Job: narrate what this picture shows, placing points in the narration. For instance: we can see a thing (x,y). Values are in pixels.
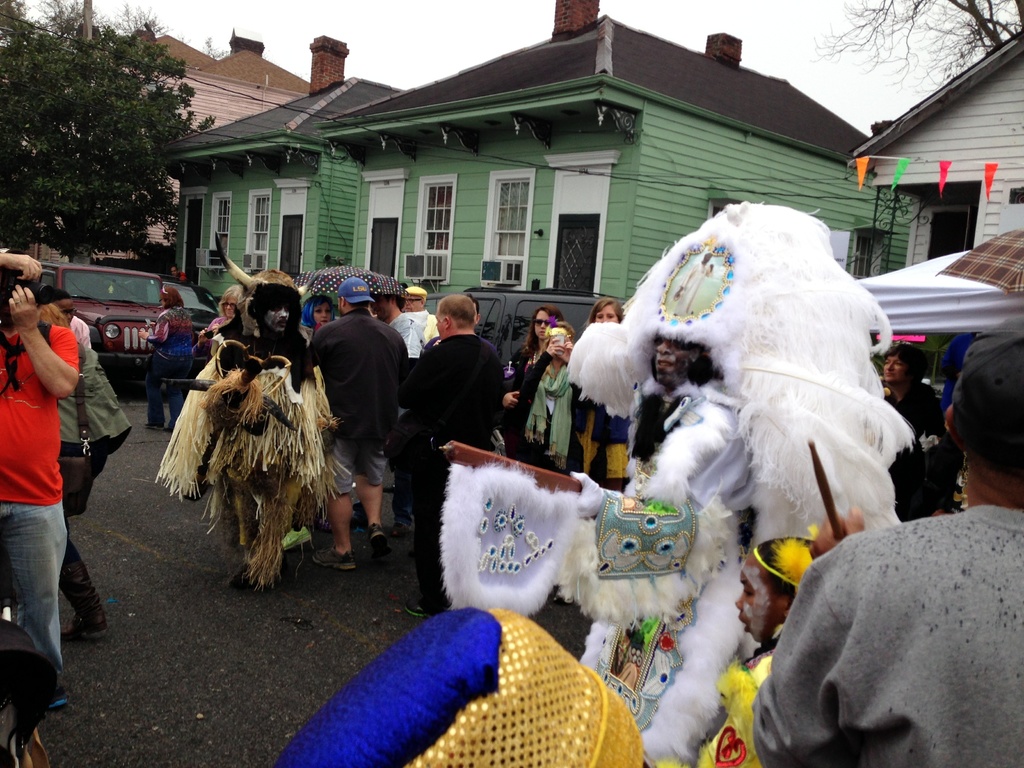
In this image we can see few houses (417,95) and they are having many windows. There are few trees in the image. There are many people (895,393) and few people (809,724) are holding some objects (1005,277) in their hands (17,287). A person (7,450) is taking a photo at the left side of the image (19,322). There is a sky (476,13) in the image.
